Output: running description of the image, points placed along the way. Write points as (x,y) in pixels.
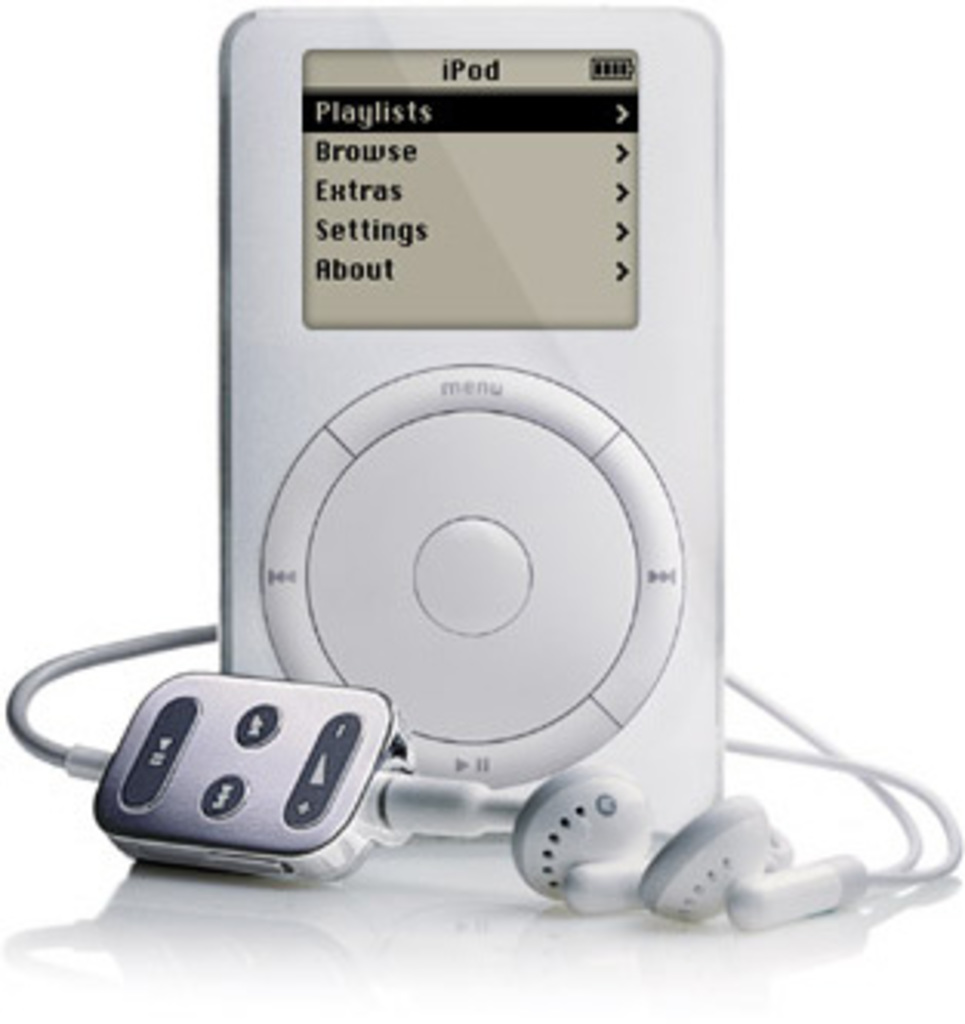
In the center of the image (564,592) we can see one iPod (624,604) and earphones (631,818). On the iPod screen (444,143), we can see some text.
